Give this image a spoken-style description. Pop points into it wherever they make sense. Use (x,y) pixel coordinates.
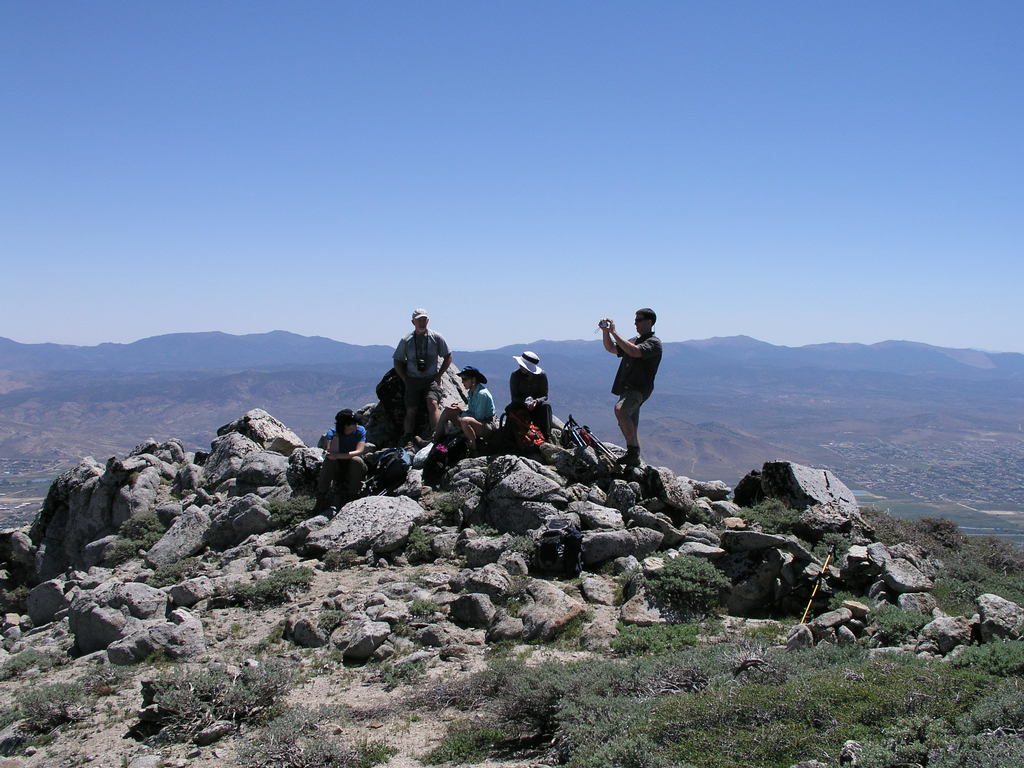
In this image there are people (360,439) sitting on rocks (418,436) and few are standing, in the background (610,399) there are mountains (821,362) and the sky (906,266), on the bottom right (823,682) there is grass (662,723).
